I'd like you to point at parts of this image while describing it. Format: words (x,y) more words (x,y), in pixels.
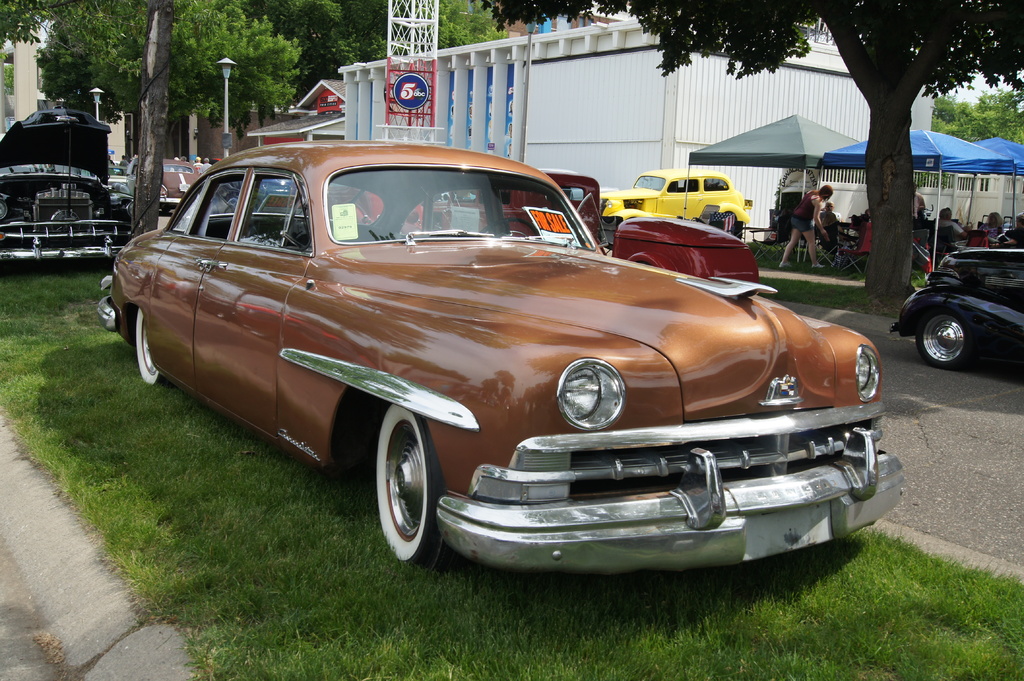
In this image we can see vehicles (556,307). On the right (1007,166) there are tents (917,158) and we can see a building (508,82). In the background (266,89) there are trees (254,80), poles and sky (982,91). At the bottom (240,596) there is grass (336,613) and we can see people (804,225).
